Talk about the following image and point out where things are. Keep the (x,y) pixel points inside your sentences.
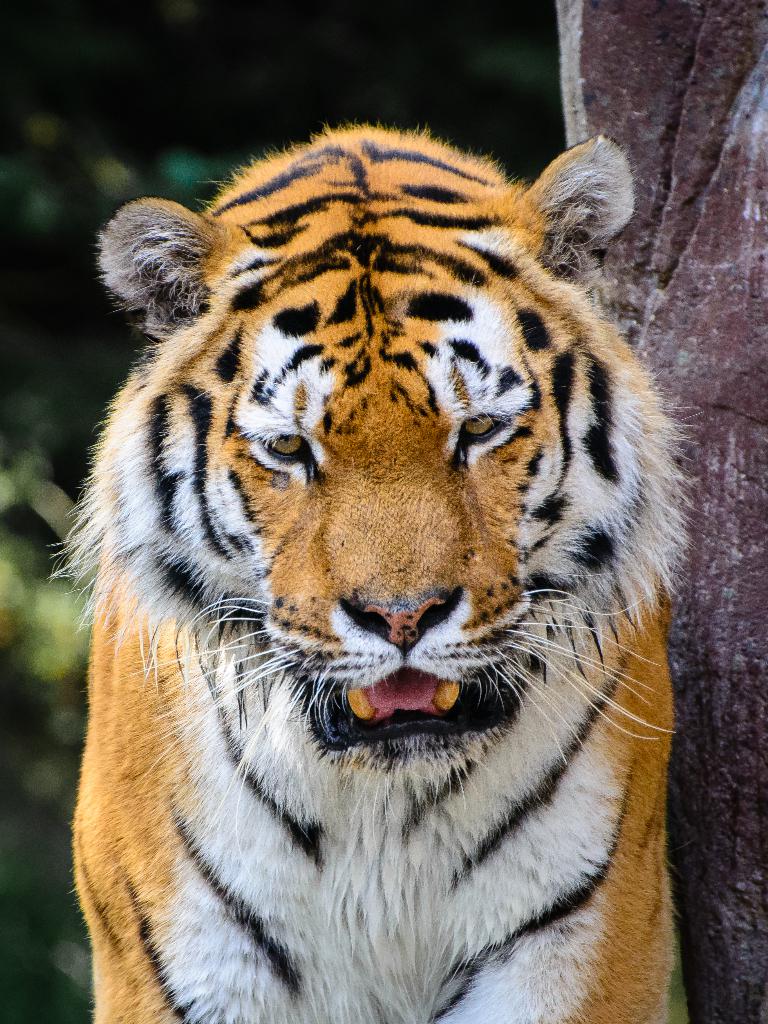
In this image we can see a tiger (502,608). In the background (56,349) the image is blur but we can see objects (61,343) and on the right side (734,561) we can see an object (728,175).
